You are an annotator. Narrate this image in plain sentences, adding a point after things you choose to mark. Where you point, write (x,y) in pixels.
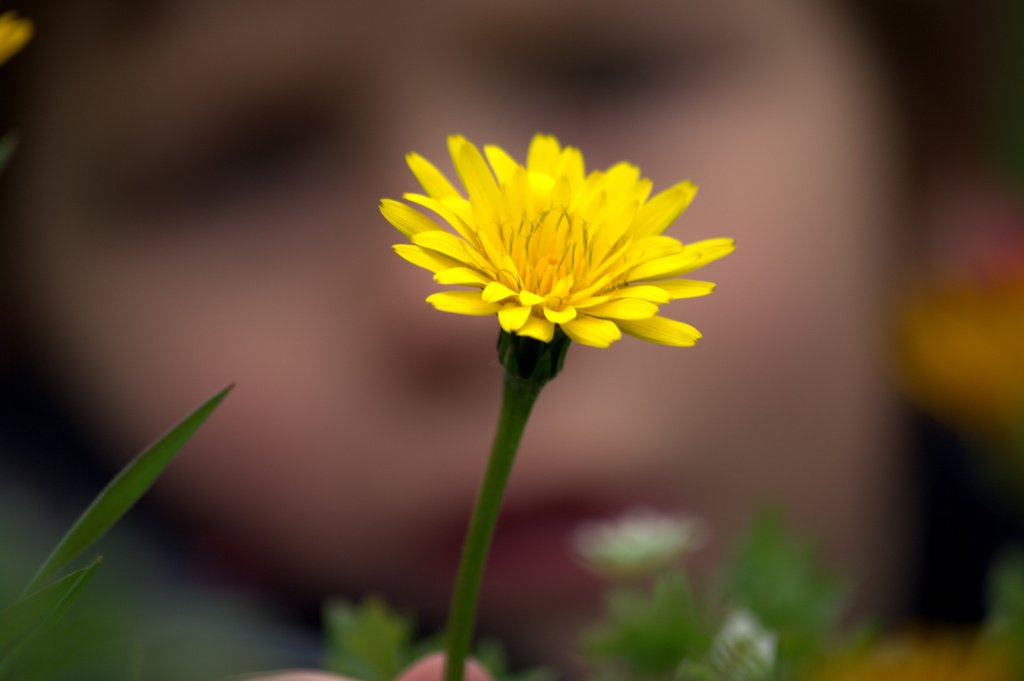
In this image, we can see a flower (566,283) and stem (518,419). Here we can see leaves (13,606). Background (15,564) we can see the blur view.
